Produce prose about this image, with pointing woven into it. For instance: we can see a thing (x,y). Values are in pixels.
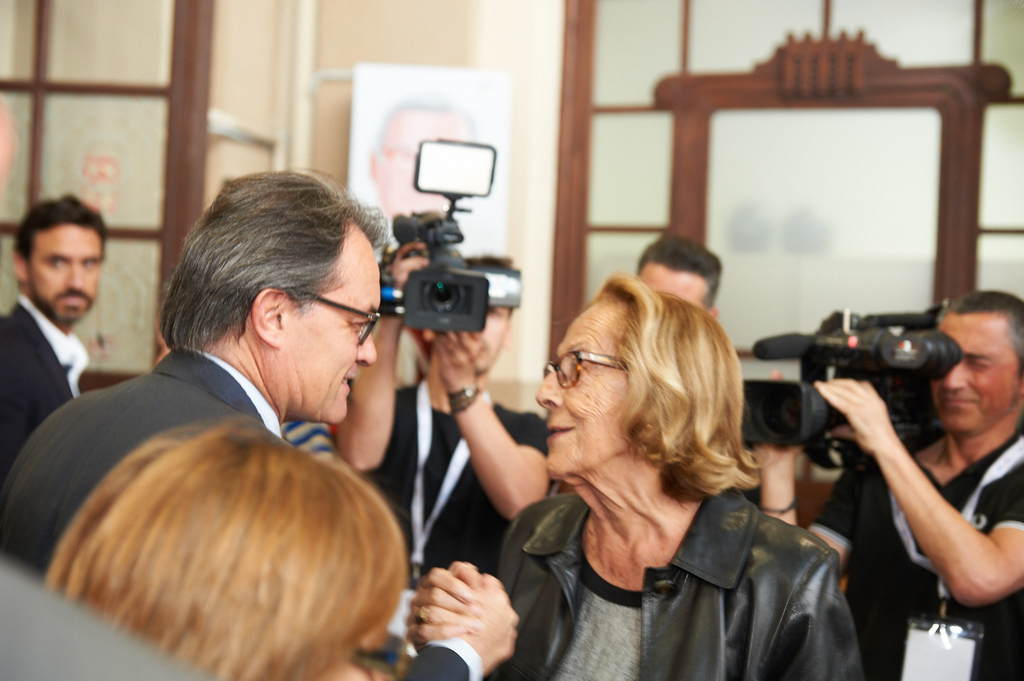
In this image I see a man (476,635) and a woman (528,659) and both of them are holding their hands (482,622), In the background (422,502) I see 2 cameraman (1004,308) and 2 men (698,243).
